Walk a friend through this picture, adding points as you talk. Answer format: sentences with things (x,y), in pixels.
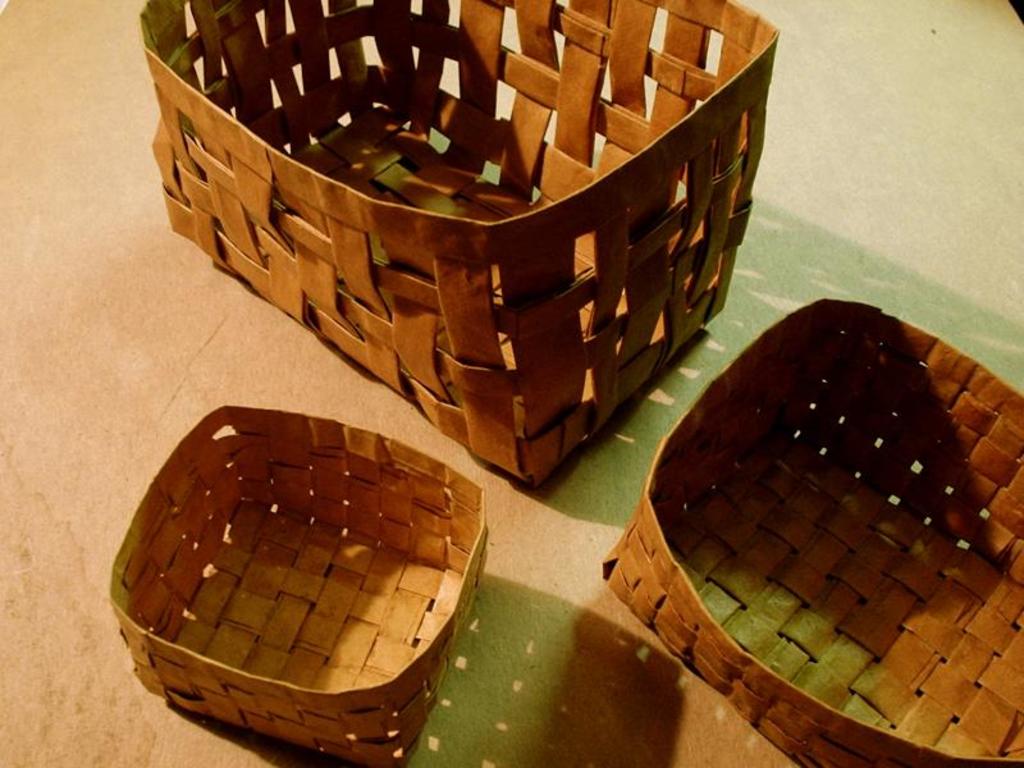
In this picture there are baskets (366,311), placed on the floor (850,134).
